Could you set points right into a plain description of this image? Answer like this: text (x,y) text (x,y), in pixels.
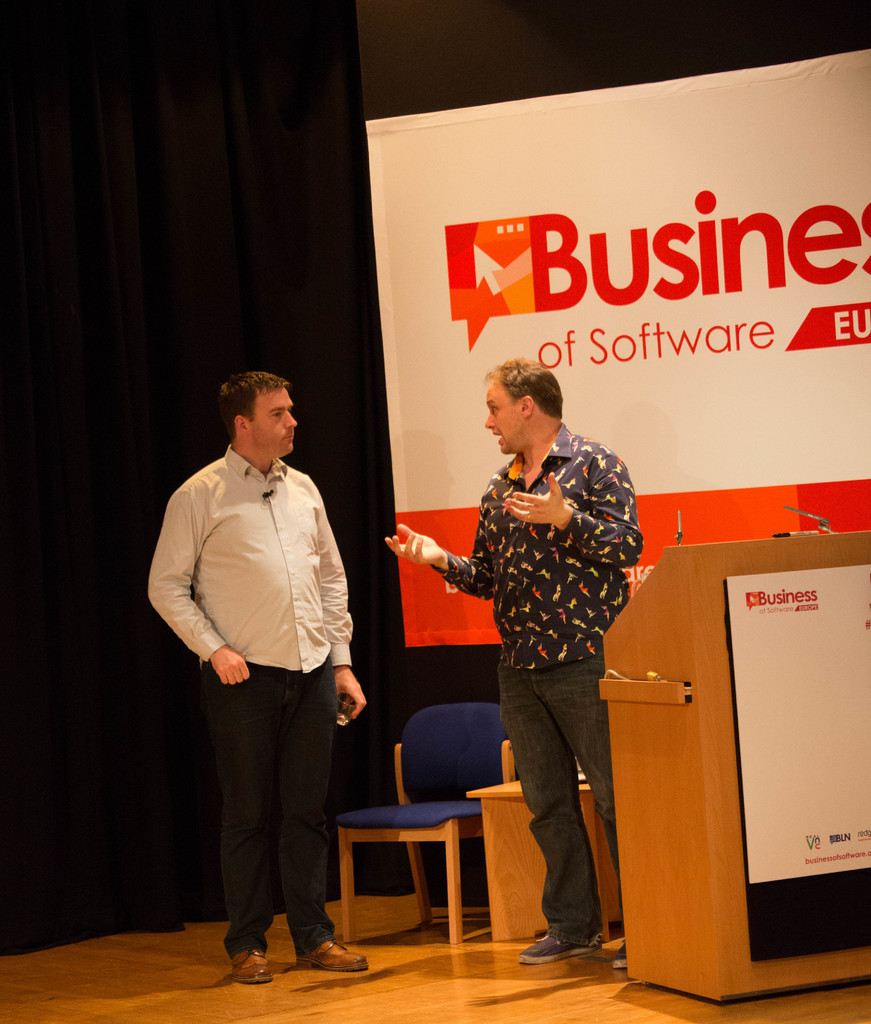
In the image we can see there are two men (565,611) who are standing.
